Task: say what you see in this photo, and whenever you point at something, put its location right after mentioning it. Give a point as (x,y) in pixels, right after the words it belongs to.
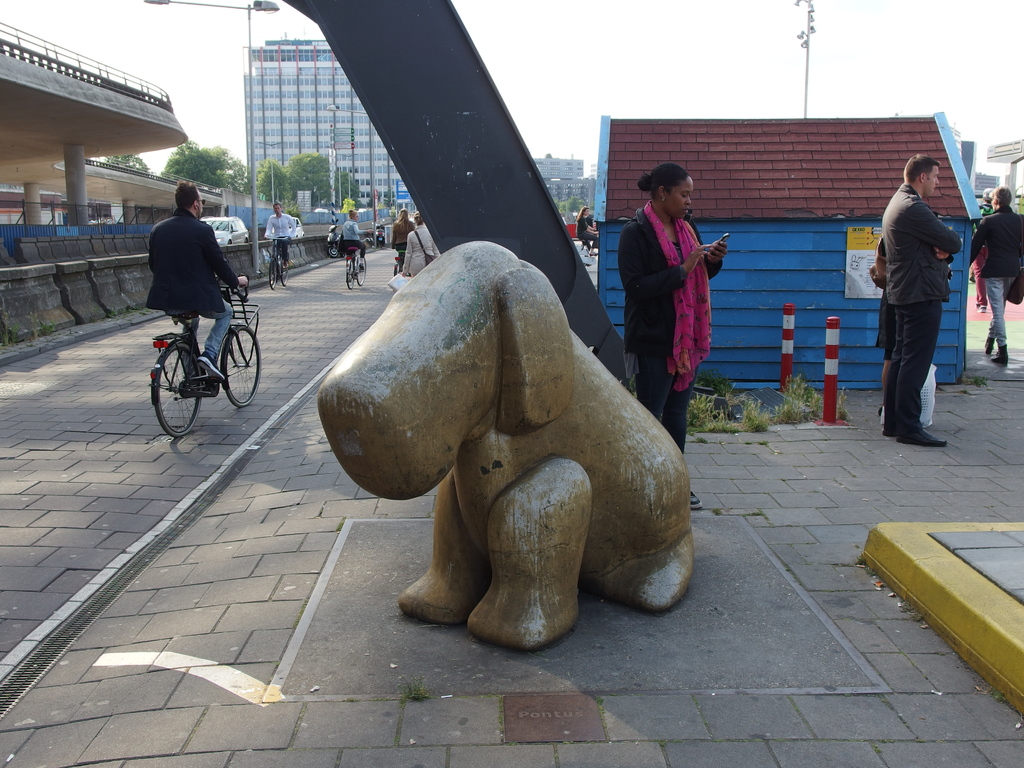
In this picture there is a statue (425,418) of a dog (422,441) which is placed on the street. Beside that there is a woman (706,261) who is looking at her phone (722,245). On the right (917,211) there are two person (893,229) were standing near to the shed (742,236). On the left (182,271) I can see many people (278,217) were riding a bicycle (236,363). On the left (340,188) background (289,178) I can see the trees (317,174), street lights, building (389,185) and bridge (221,212). In the background (563,198) I can see many buildings (564,177) and some people (577,218) were walking on the street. At the top (621,10) I can see the sky (624,20).
